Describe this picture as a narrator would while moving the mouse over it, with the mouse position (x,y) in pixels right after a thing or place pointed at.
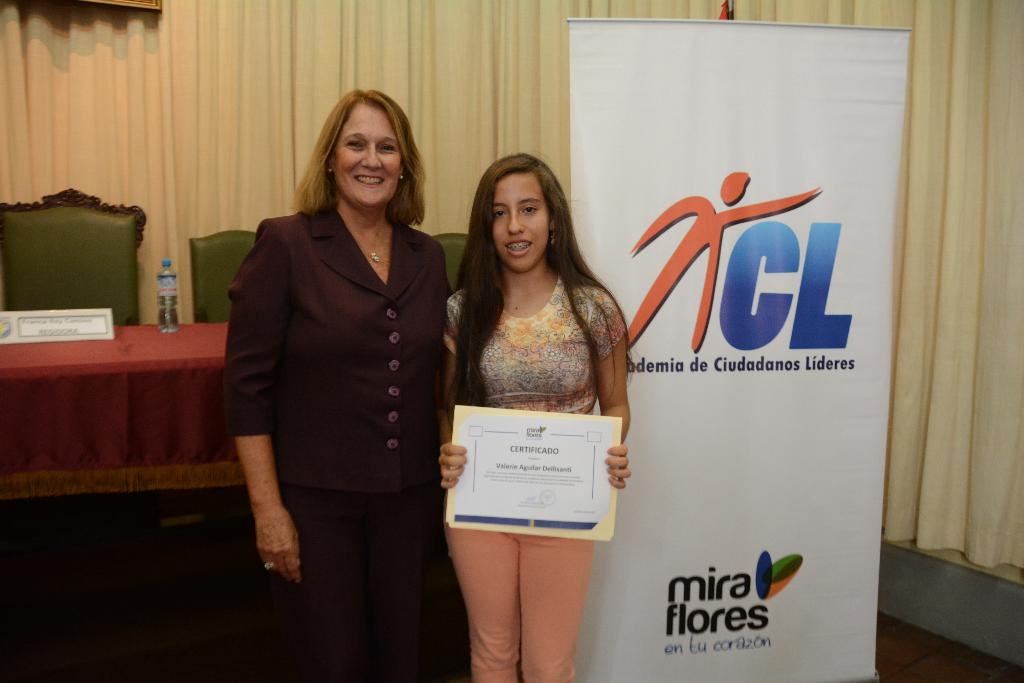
In this picture we can see two women (401,321) are standing, a woman (503,354) on the right side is holding a certificate (536,444), there is a table (156,329) and chairs (192,266) in the middle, there is a board (103,339) and a water bottle (164,300) on the table (159,341), in the background (227,147) there is a curtain (345,83), we can see a hoarding (634,327) on the right side (705,361).
